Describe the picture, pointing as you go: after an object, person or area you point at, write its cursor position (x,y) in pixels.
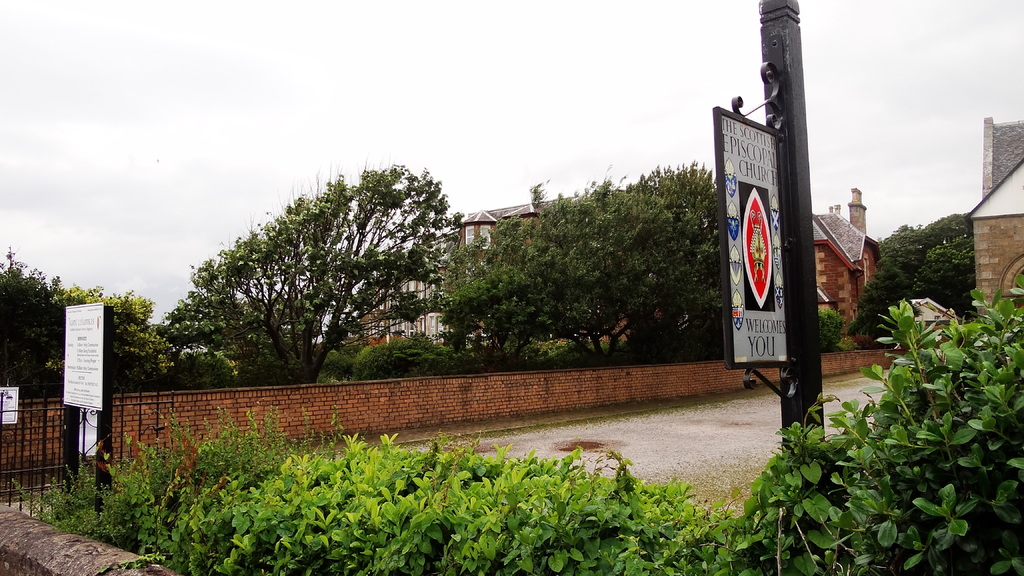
In this image we can see houses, there are plants (579,502), trees (704,213), a gate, there are boards (726,292) with text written on them, also we can see the wall (718,381), and the sky (556,62).
